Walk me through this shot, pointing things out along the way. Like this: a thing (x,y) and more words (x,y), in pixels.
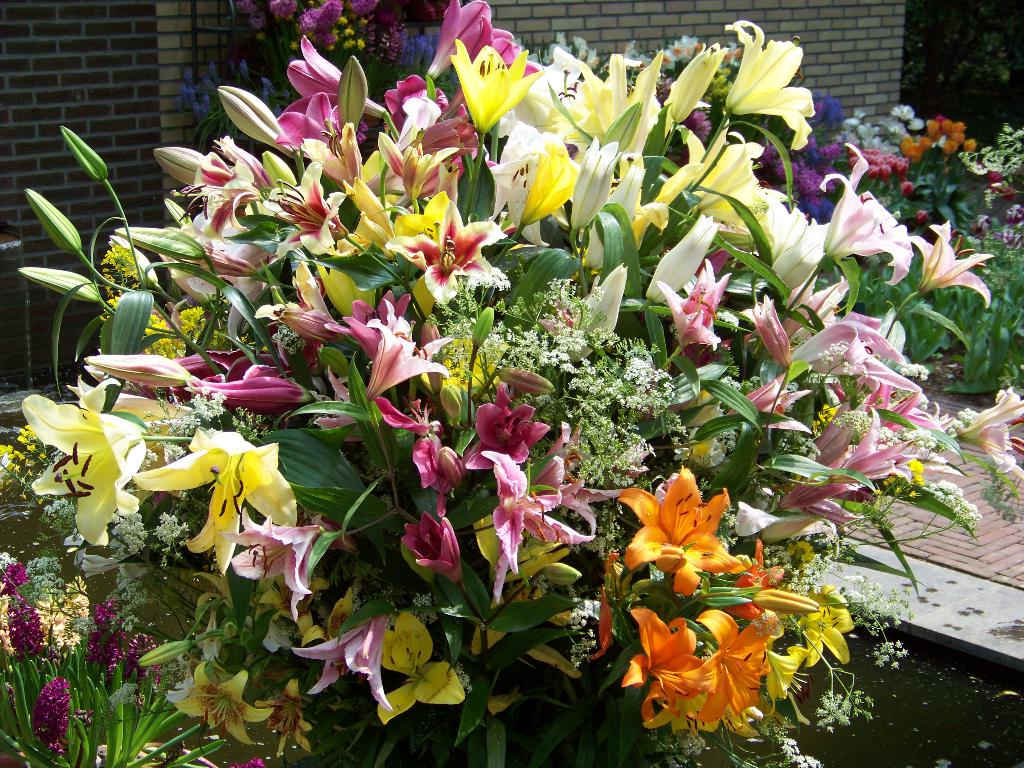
In this image we can see a bouquet (640,624). On the backside (940,684) we can see the water (924,667), some plants (883,291) and flowers (894,117) to it and a wall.
